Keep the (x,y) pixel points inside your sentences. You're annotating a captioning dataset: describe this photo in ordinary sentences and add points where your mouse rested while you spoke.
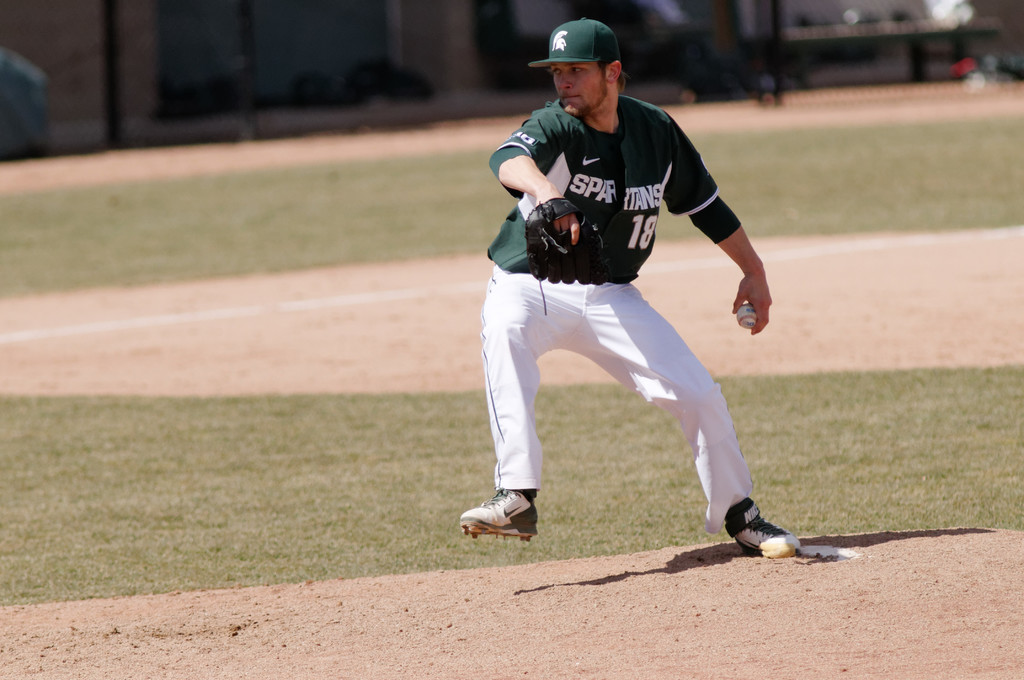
This image is taken outdoors. At the bottom of the image (550,608) there is a ground (768,559) with grass (284,499) on it. In the middle of the image (633,265) a man (604,122) is standing on the ground (588,427) and he is about to throw a ball (741,319). In the background (827,35) there are a few objects (940,52).
